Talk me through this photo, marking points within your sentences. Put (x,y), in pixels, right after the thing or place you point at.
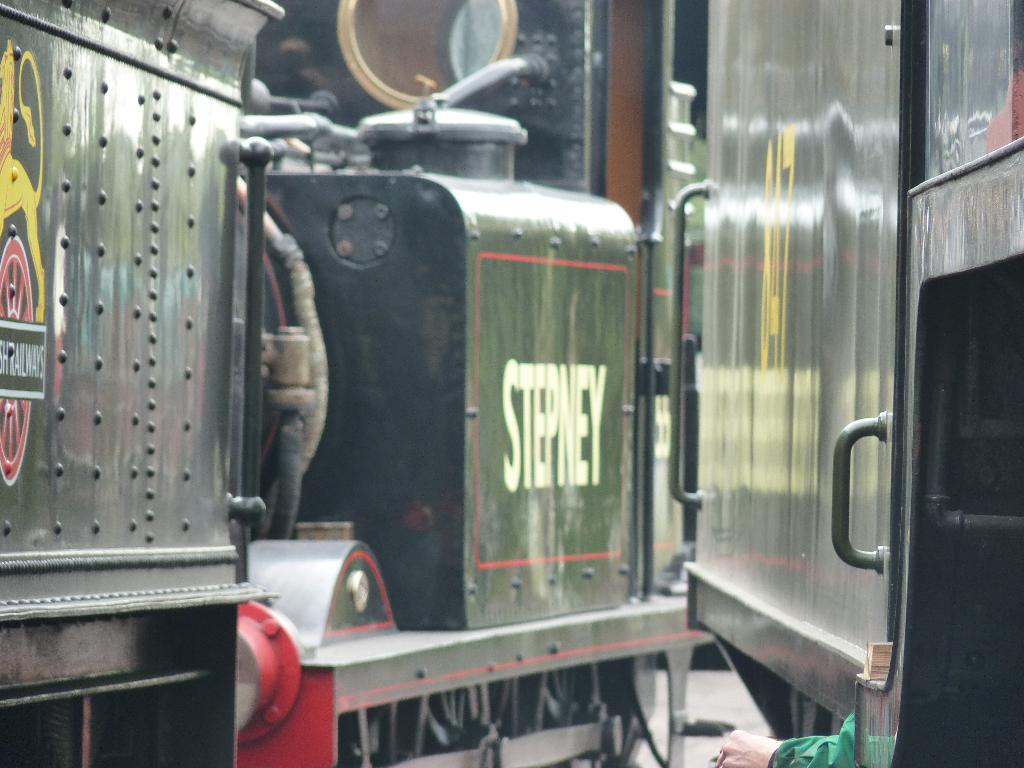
In this image we can see trains (510,466), text (509,483) and an image (22,379) on the train (381,350) and a person's hand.
